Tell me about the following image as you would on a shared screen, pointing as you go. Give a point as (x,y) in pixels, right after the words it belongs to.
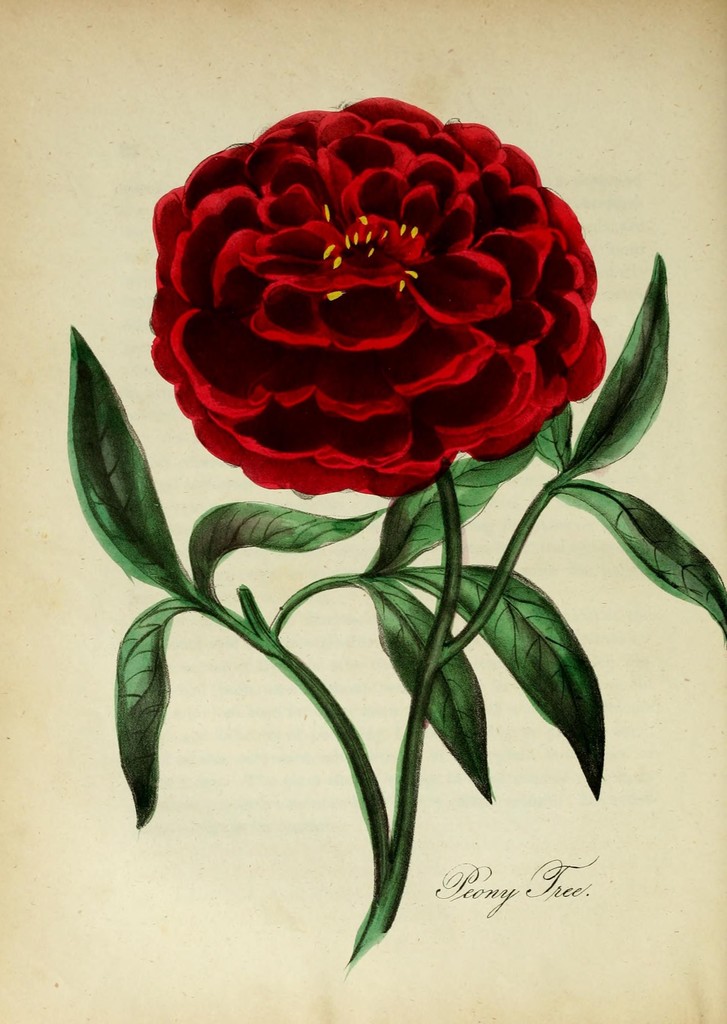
In this picture I can see the red peony (418,319) in a painting (420,365). In the bottom right (487,877) I can see the text (456,891).
